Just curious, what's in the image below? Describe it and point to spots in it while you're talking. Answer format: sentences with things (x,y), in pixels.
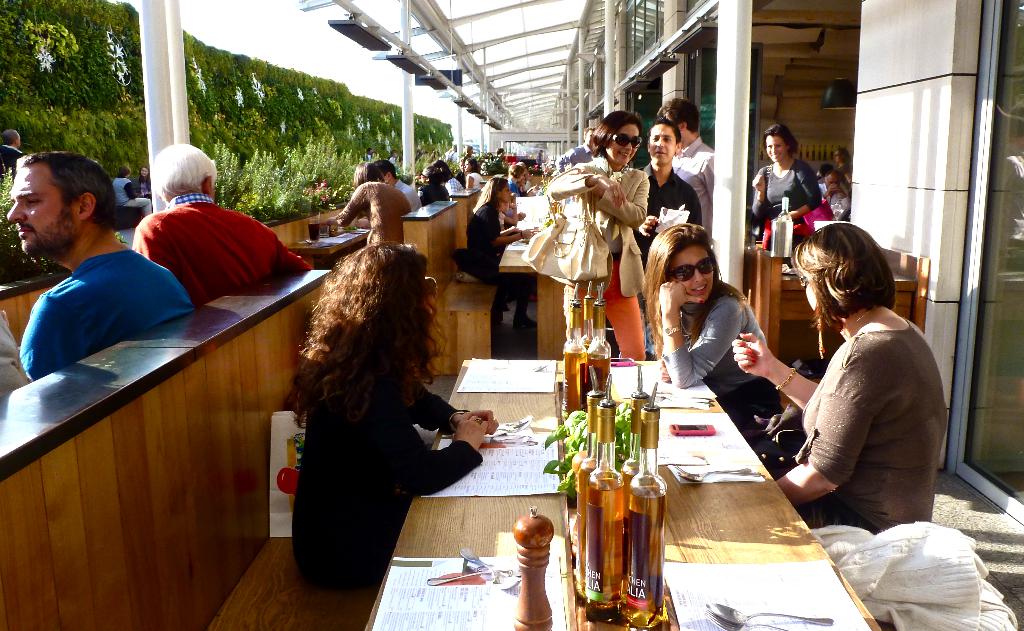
Here we see group of people (635,265) and few people (605,279) are standing and few are seated on the benches (309,609). and we see bottles (592,331) on the table (644,362) and few plants (289,106) around.
